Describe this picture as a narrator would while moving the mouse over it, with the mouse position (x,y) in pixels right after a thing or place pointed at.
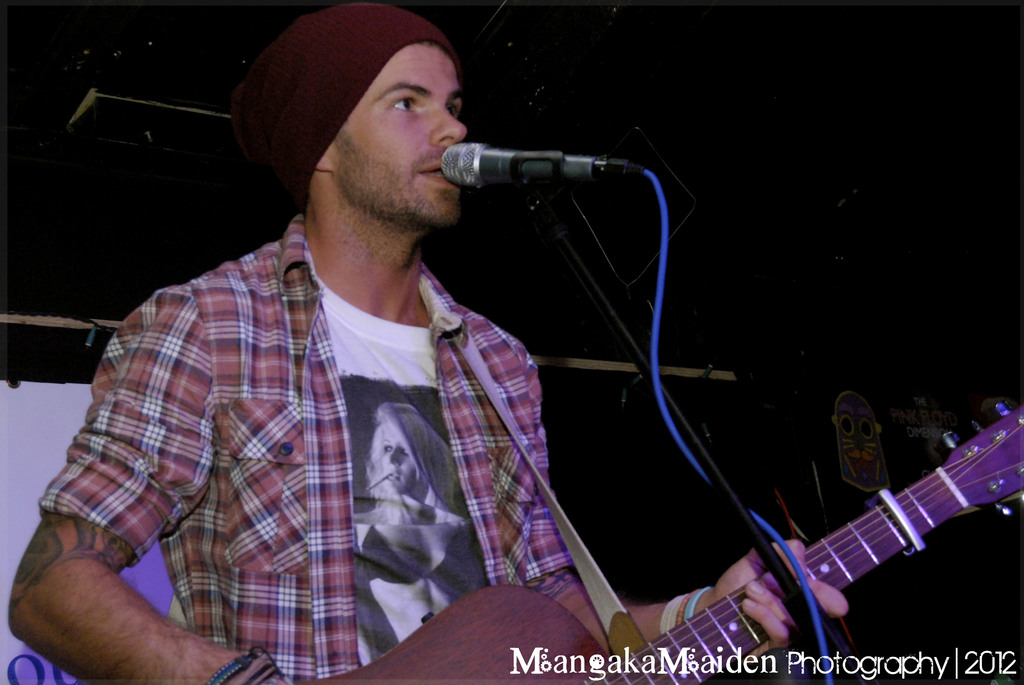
In this image we can see a person (478,532) holding a guitar (452,660) and playing it. This is the mic (470,174) where he is singing through it.
